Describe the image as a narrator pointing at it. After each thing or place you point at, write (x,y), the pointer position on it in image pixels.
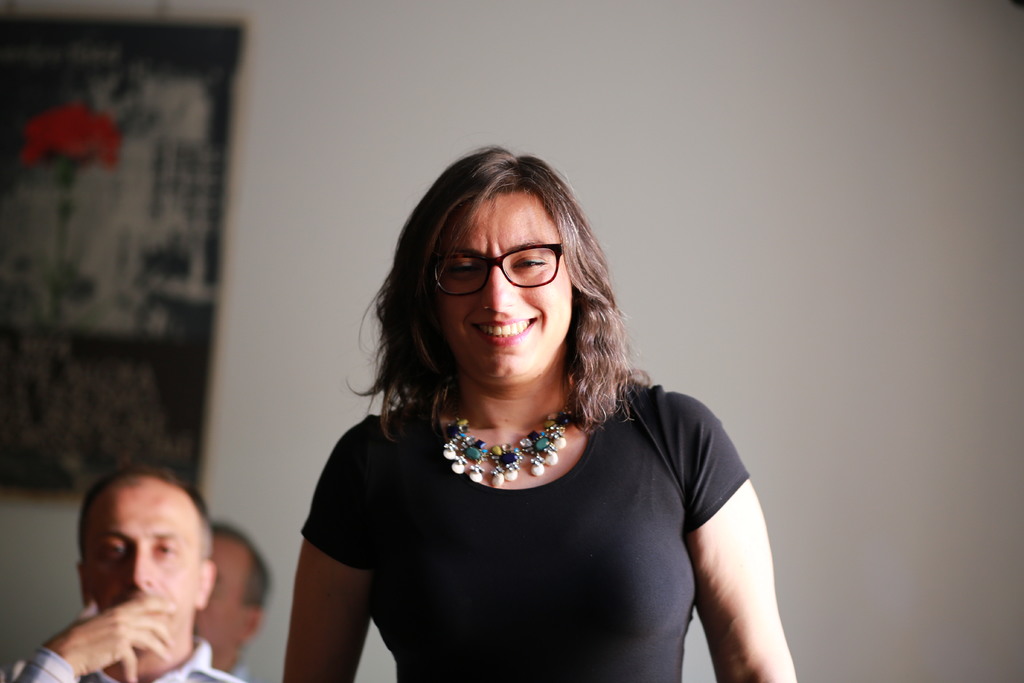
In the background (773,116) we can see a frame (129,136) on the wall (653,134). In this picture we can see a woman (552,404), wearing spectacles (512,285), necklace (551,461), black dress (604,512). She is smiling. On the left side (242,588) we can see men (199,630).
